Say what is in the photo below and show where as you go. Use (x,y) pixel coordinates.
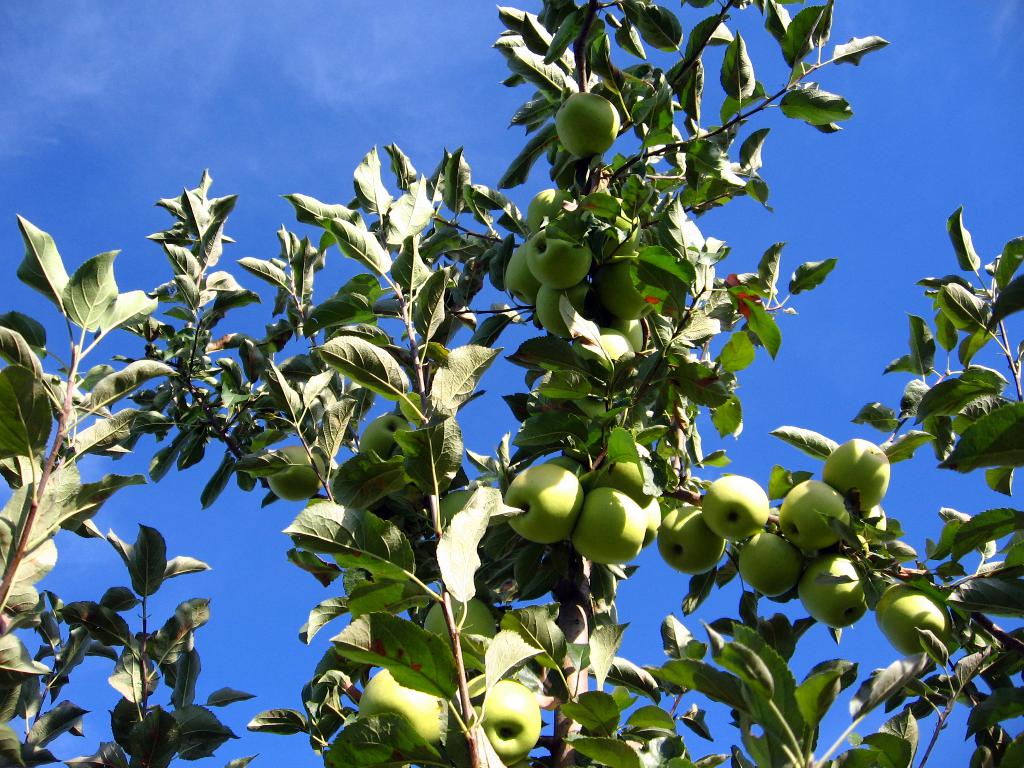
Here we can see an apple tree (618,184) with apples (837,481) and this is sky (322,58).
